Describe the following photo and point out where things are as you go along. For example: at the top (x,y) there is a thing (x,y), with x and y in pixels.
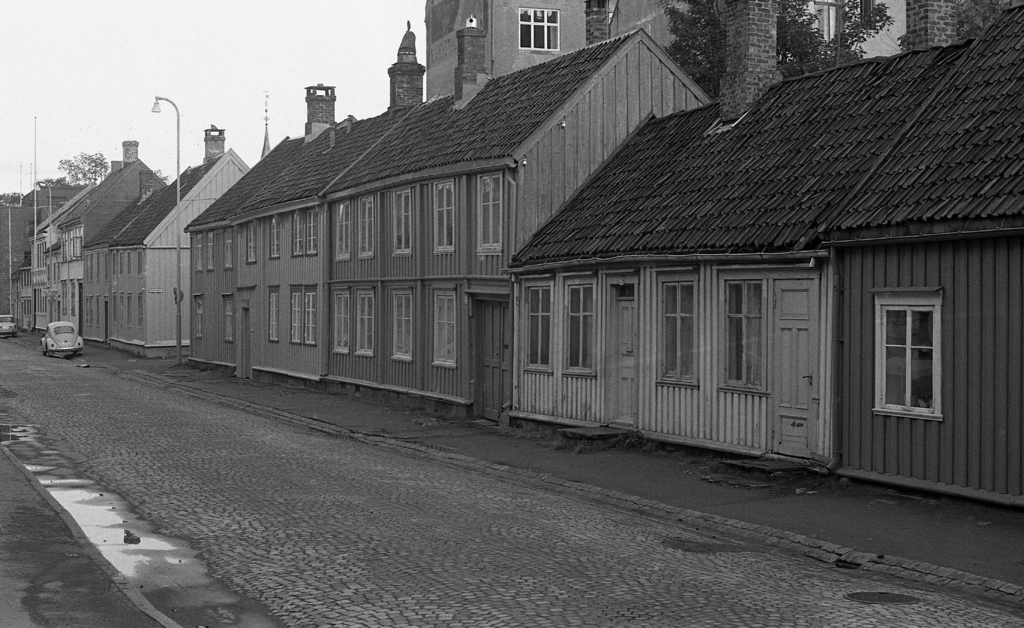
In this picture there are houses (422,272) on the right side of the image (702,366) and there are cars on the left side of the image (63,322), there is a tree (695,36) at the top side of the image (672,50).
